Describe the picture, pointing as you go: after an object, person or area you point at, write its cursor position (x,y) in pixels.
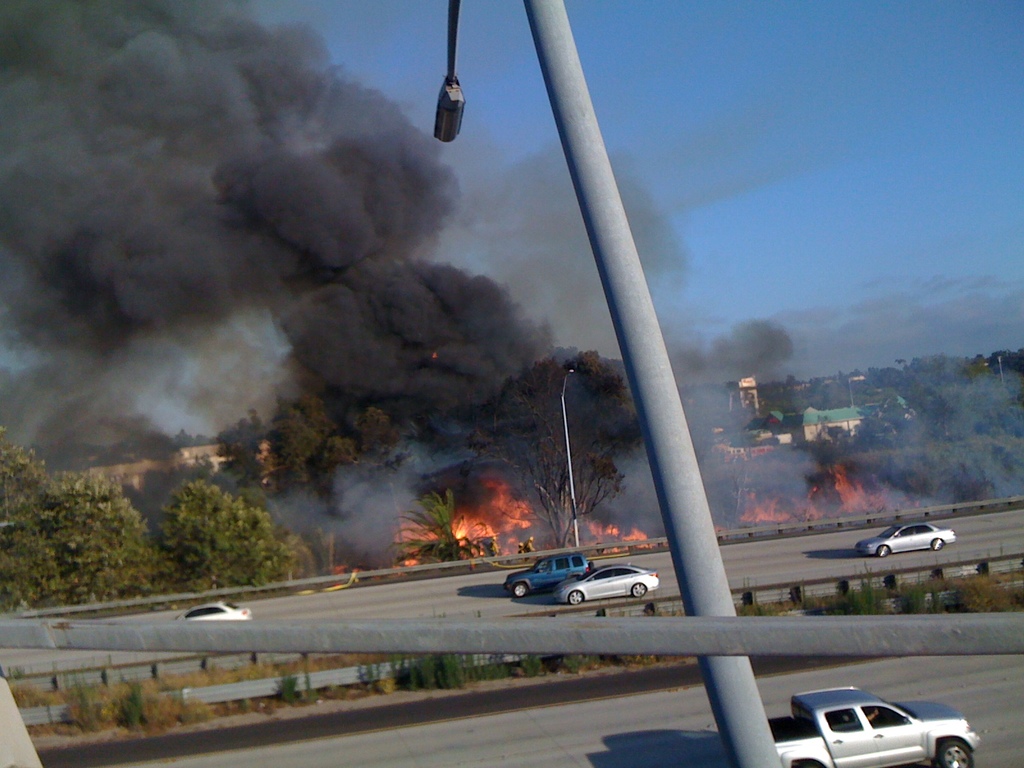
In the picture we can see two way roads (805,671) and beside the roads (485,599) we can see some plants (0,577), trees (236,555) and fire accident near it and some black color smokes (271,401) and in the background (225,440) we can see some trees (791,408), houses (851,411) and sky (658,165).
